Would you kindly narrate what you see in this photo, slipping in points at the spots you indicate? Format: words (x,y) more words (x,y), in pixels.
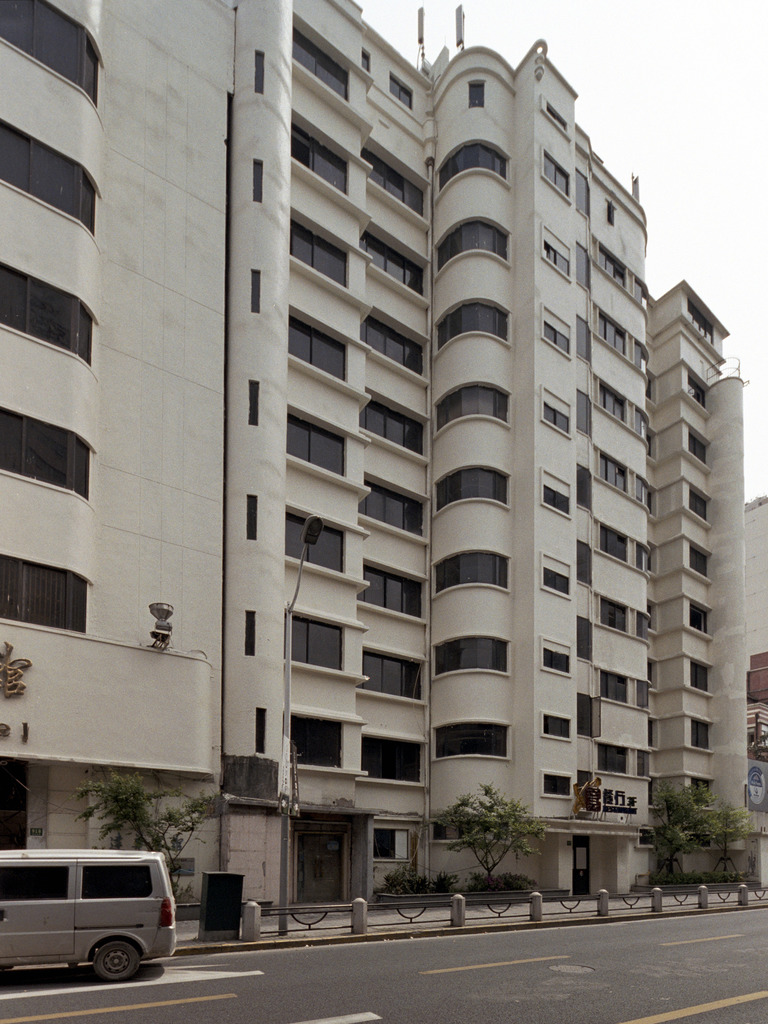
In this picture we can see vehicle (135,864) on the road (576,951), fence (743,904), trees (96,791) and buildings (413,812). In the background of the image (695,137) we can see sky (736,239).
